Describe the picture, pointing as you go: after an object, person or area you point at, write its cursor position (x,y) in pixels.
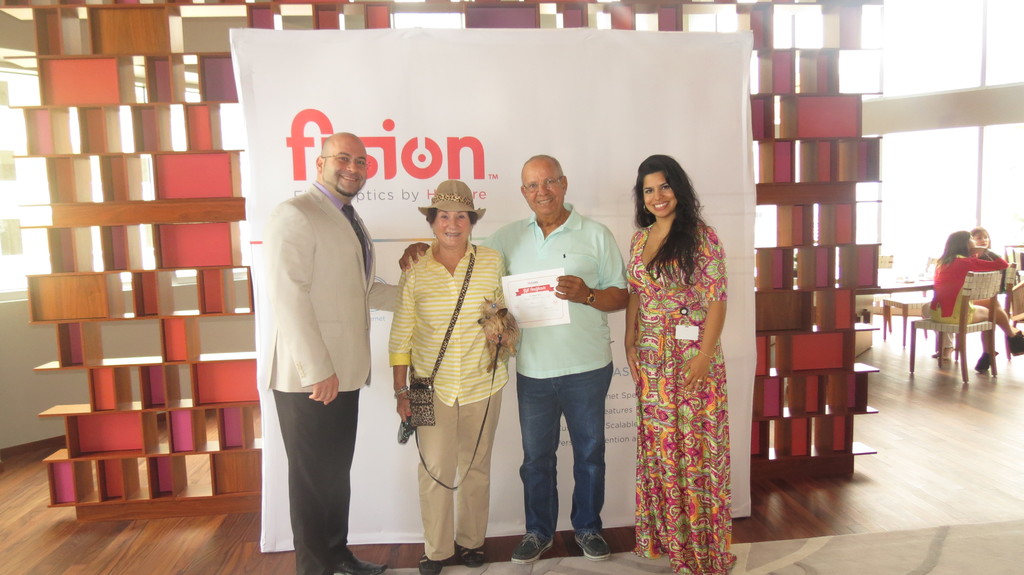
In this image we can see a group of people (633,283) standing on the floor (1002,421). In that a man (593,364) is holding a certificate (512,280) and the woman (500,372) is holding a dog (487,335). On the backside (357,522) we can see a banner (368,508) with some text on it and a wall (137,485) built with some wooden blocks (232,443). On the right side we can see some people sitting on the chairs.
